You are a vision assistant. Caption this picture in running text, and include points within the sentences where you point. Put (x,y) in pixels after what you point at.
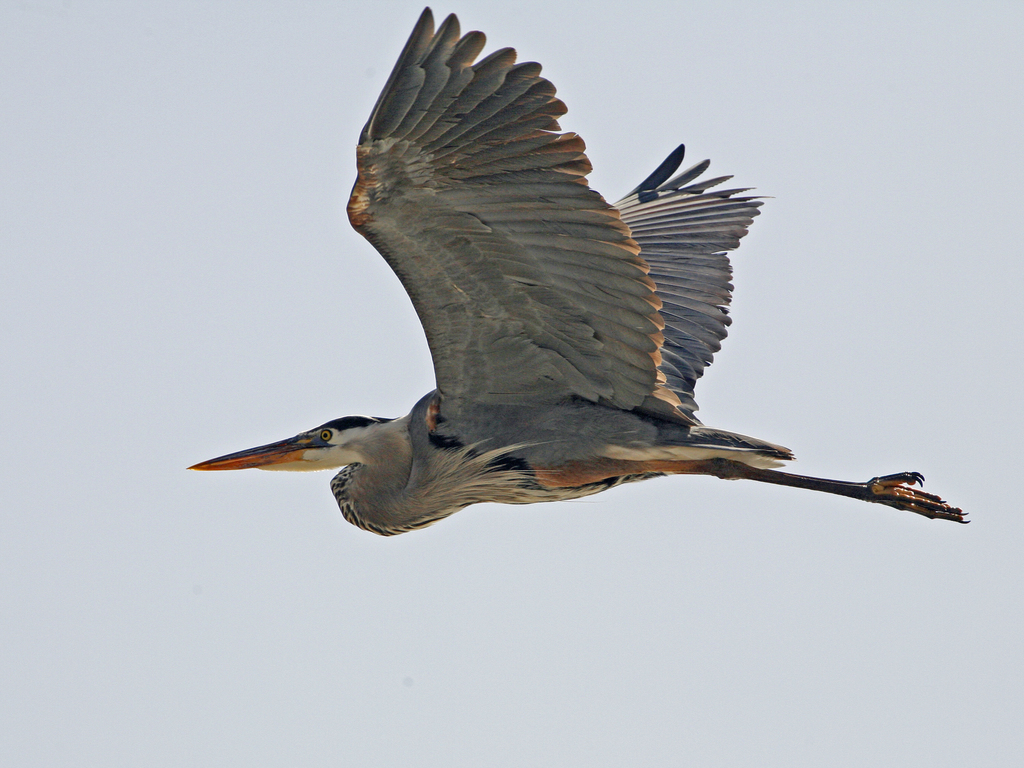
In the foreground (427,166) I can see a bird (392,482) is flying in the air (136,43). In the background (864,471) I can see the sky (166,90). This image is taken during a day.
